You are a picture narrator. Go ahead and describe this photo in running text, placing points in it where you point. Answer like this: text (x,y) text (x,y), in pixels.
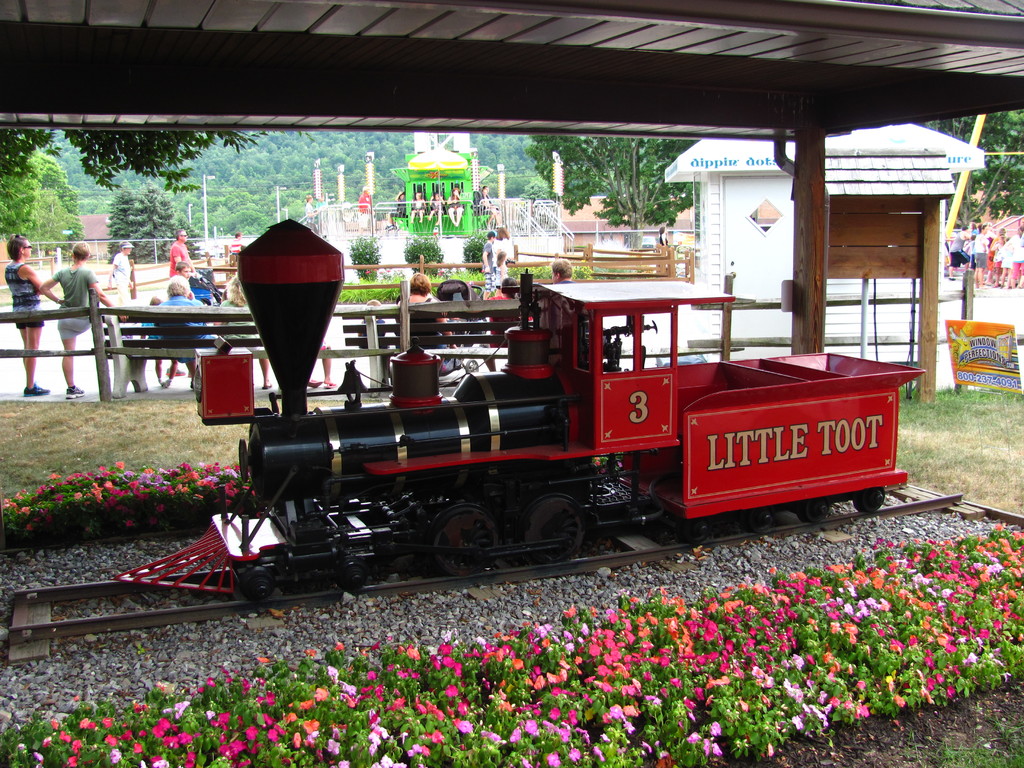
There is a train (444,486) present on a railway track (408,571) and there are flower plants (565,698) are present at the bottom of this image (582,638). We can see a fence (35,318) and a group of people (61,277) in the middle of this image (511,282). There are trees (267,200) and pillars (564,176) present in the background (495,169).
